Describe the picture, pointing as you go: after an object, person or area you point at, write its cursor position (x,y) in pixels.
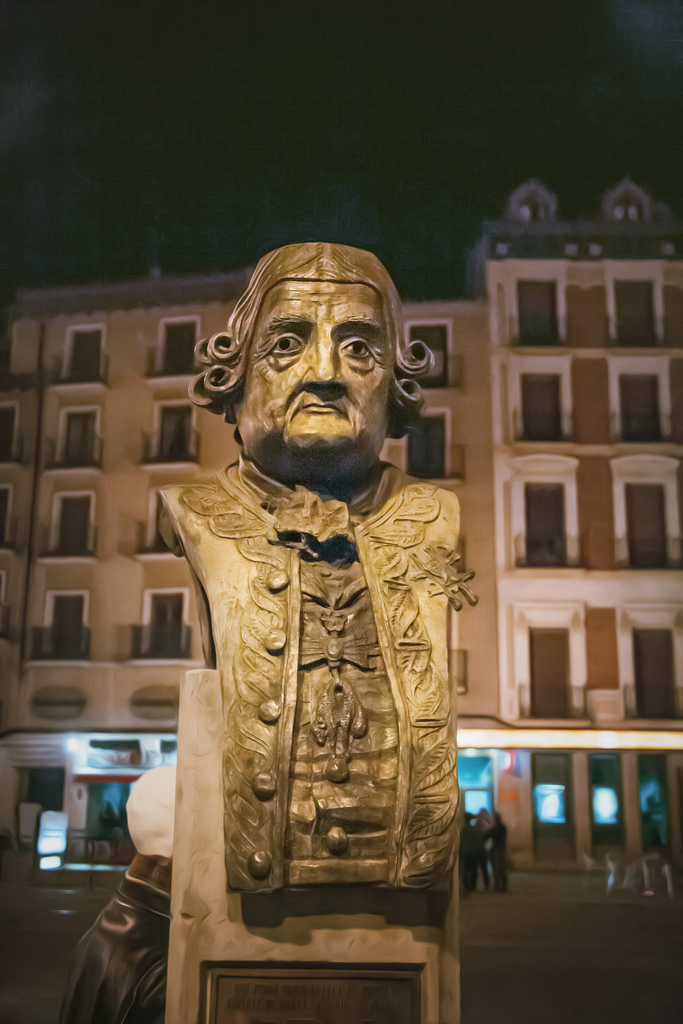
In the image I can see a statue (290,751) and behind there are some buildings (212,429) and some people (129,903).
